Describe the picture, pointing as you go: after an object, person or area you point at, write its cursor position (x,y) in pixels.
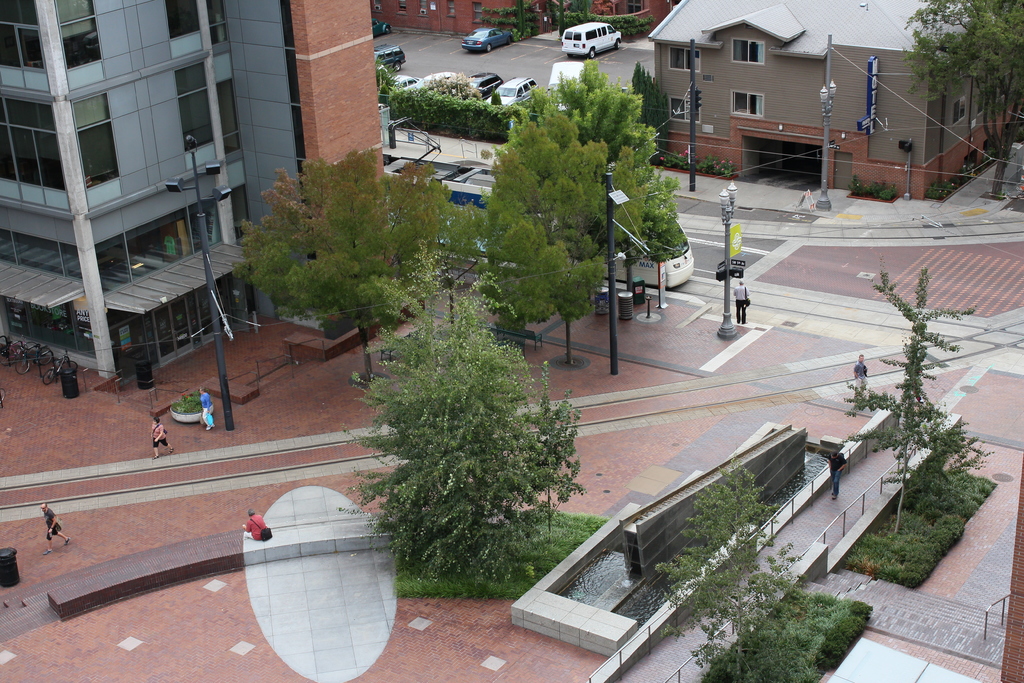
This image is taken in a top angle, in this image there are trees (419,387), roads (779,225), buildings (299,129), cars (502,100), poles (612,254) and people (863,376).
